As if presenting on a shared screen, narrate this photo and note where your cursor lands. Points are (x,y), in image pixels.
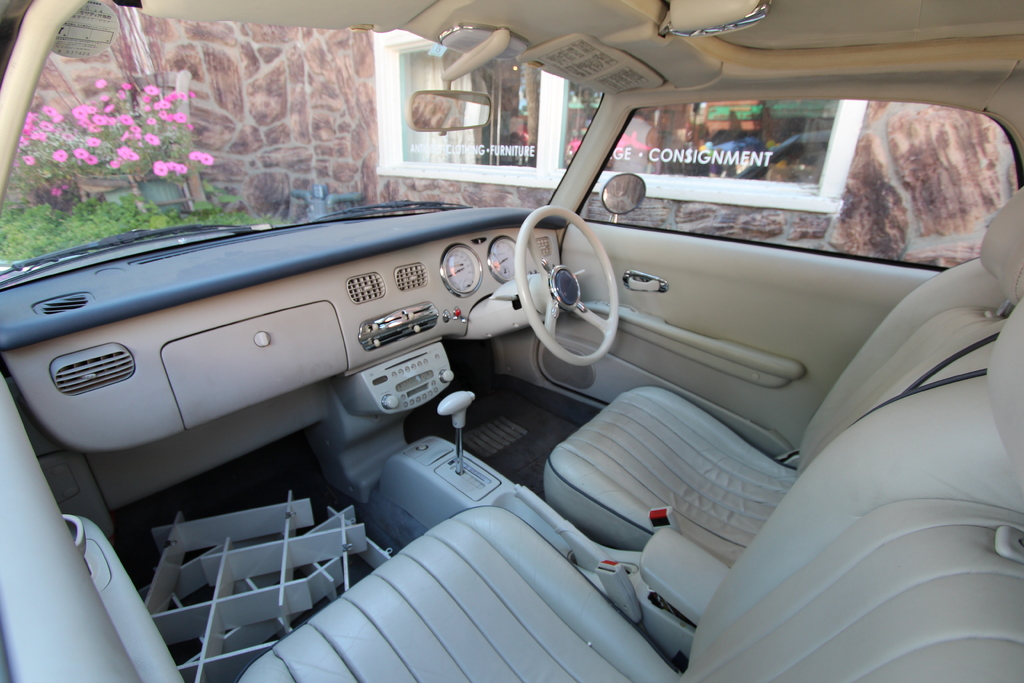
In this image I can see the inner view of the vehicle (512,504). Inside the vehicle (417,522) I can see the steering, gear rod (461,410) and the speedometer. Through the glasses (214,212) of the vehicle (211,243) I can see the pink color flowers (122,148) to the plant (122,148) and the boards (473,144) to the wall (290,122).
